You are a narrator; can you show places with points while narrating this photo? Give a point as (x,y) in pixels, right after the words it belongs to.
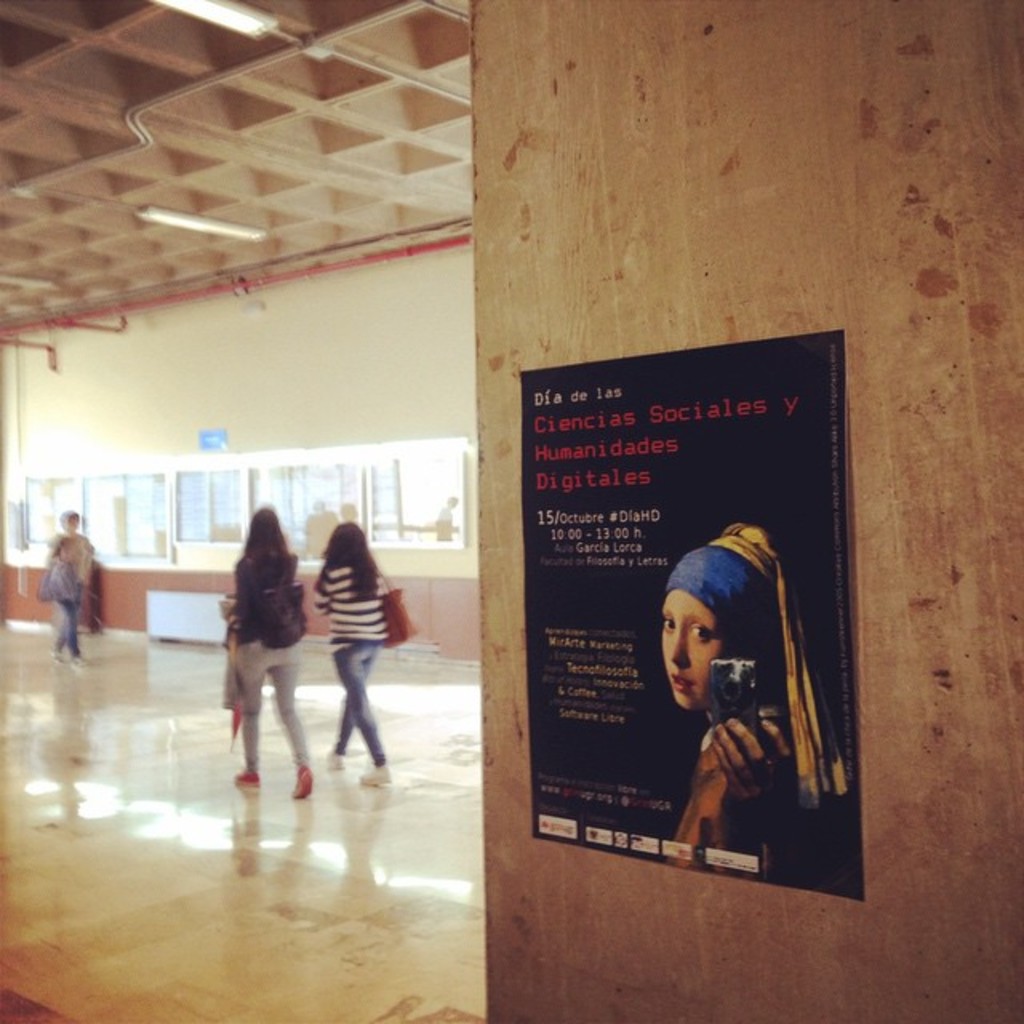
In this image I can see few people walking on the floor (95,761), beside them there is a poster (662,795) on the wall (577,306).
